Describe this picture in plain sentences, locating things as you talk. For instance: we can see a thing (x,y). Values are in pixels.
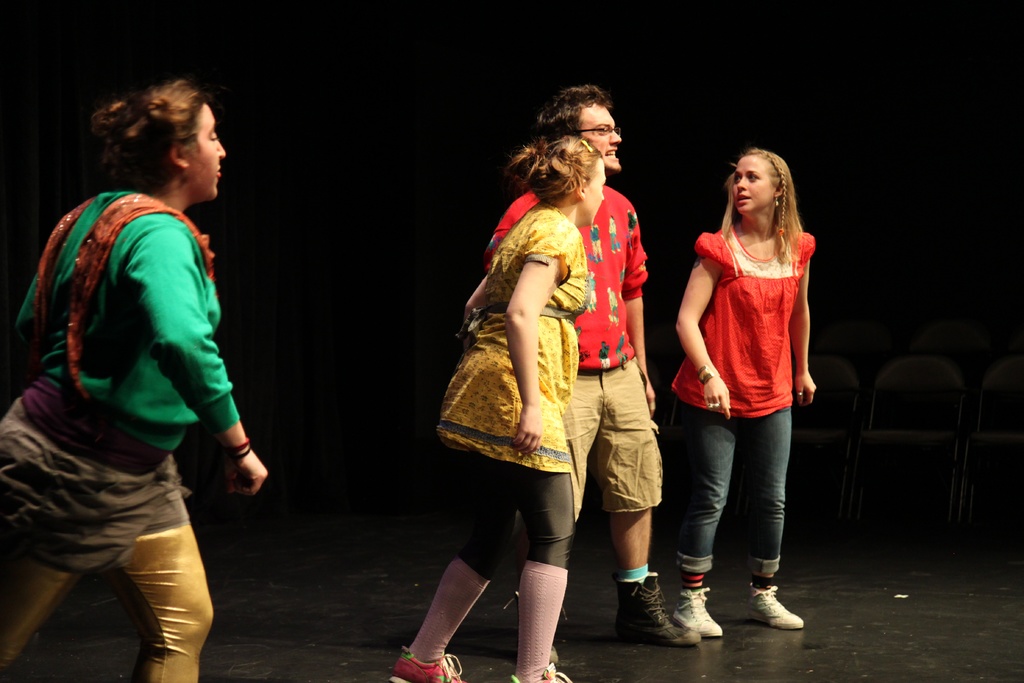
In this image I can see four persons (758,286) standing. The person (762,342) in front wearing red color shirt (783,349), blue color pant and the person (108,347) at left (159,339) wearing green shirt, brown pant (138,540). Background (368,14) is in black color.
